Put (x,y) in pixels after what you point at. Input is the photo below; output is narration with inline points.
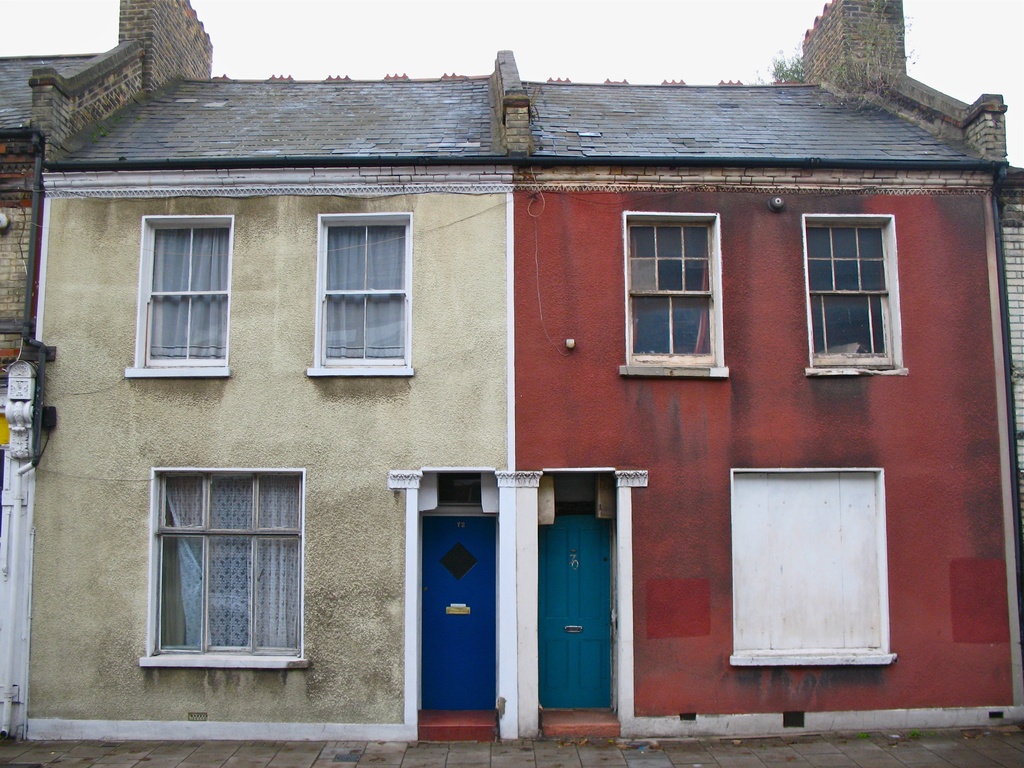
In this picture, we see a building (508,537) which is in cream and red color. We see doors (452,596) in blue color. We even see windows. At the top of the picture (414,50), we see the sky (548,60).
